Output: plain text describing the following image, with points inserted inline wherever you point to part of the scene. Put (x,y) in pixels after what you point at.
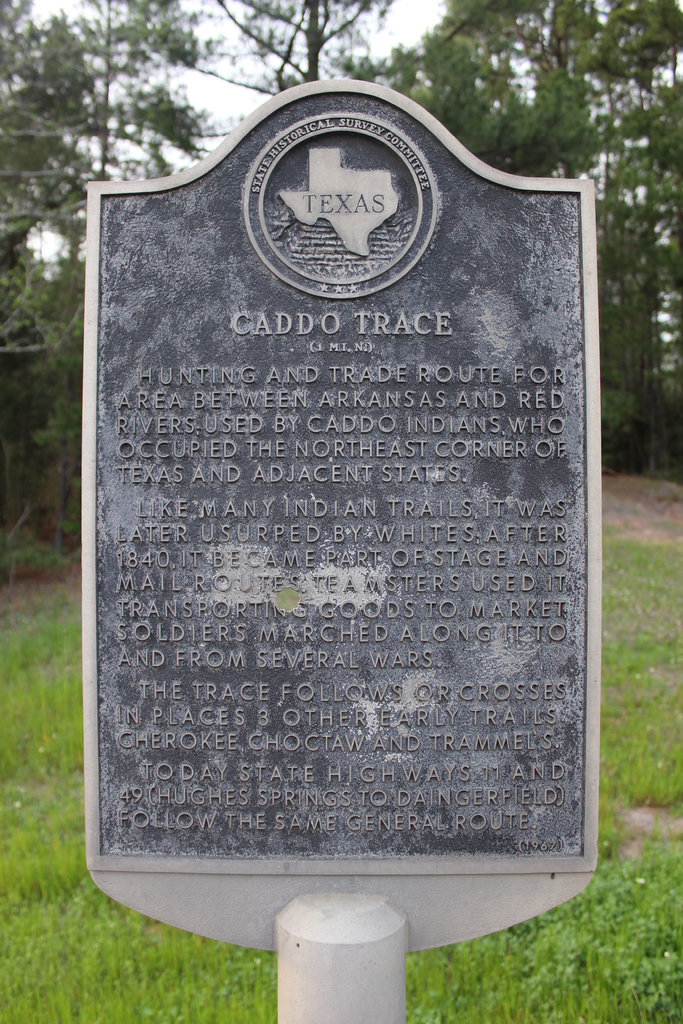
In this image we can see a board (337,527) with some text (167,607). In the background (470,108) there are trees (470,108). On the ground (65,928) there is grass (39,879).
